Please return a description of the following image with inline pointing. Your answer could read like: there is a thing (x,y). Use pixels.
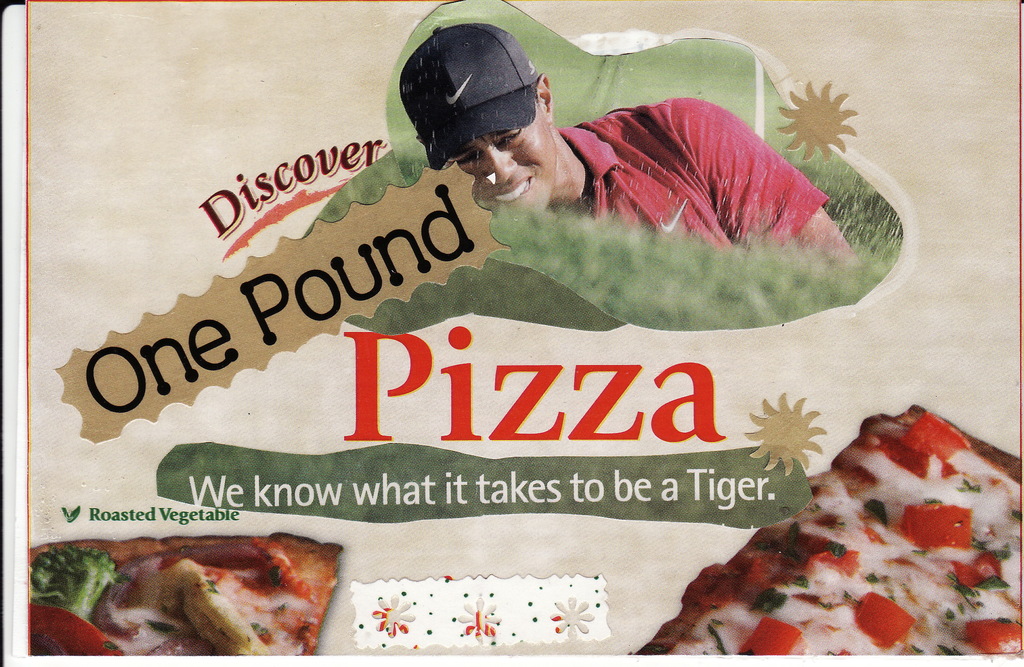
There is a picture (568,230) of a person (663,228) and a pizza (771,591) on a poster (253,252) as we can see in the middle of this image (369,225) and there is a text (267,320) on it.
